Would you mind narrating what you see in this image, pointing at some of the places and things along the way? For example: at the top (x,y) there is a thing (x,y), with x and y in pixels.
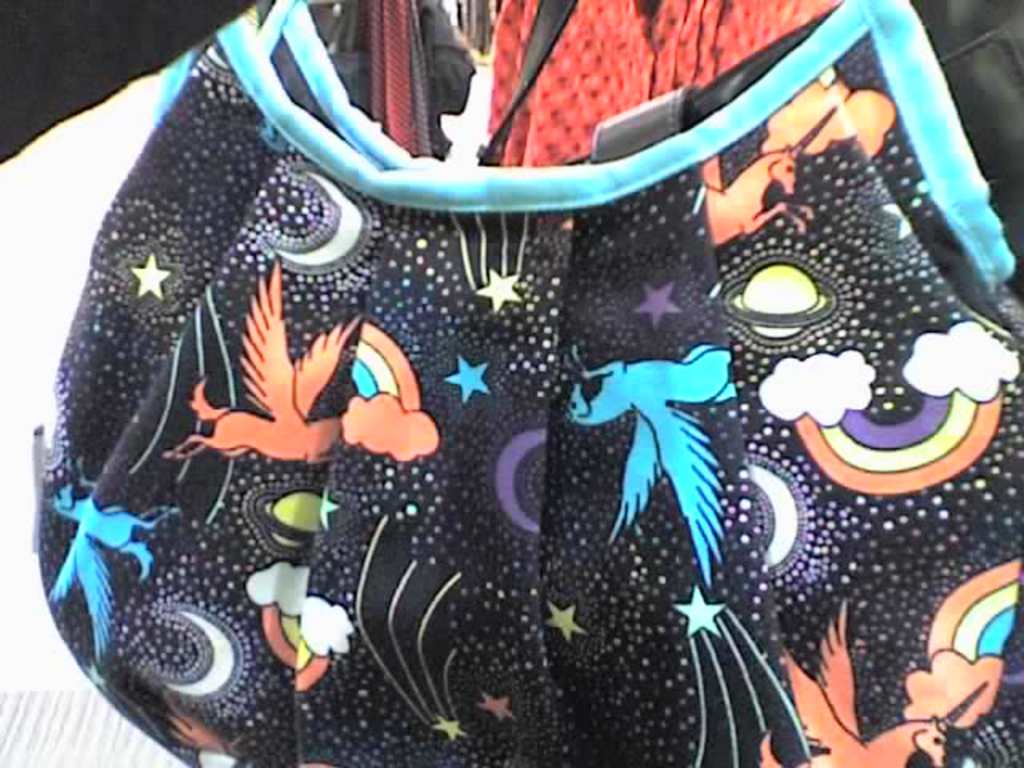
In this image i can see there is a bag (528,507) with black color.
